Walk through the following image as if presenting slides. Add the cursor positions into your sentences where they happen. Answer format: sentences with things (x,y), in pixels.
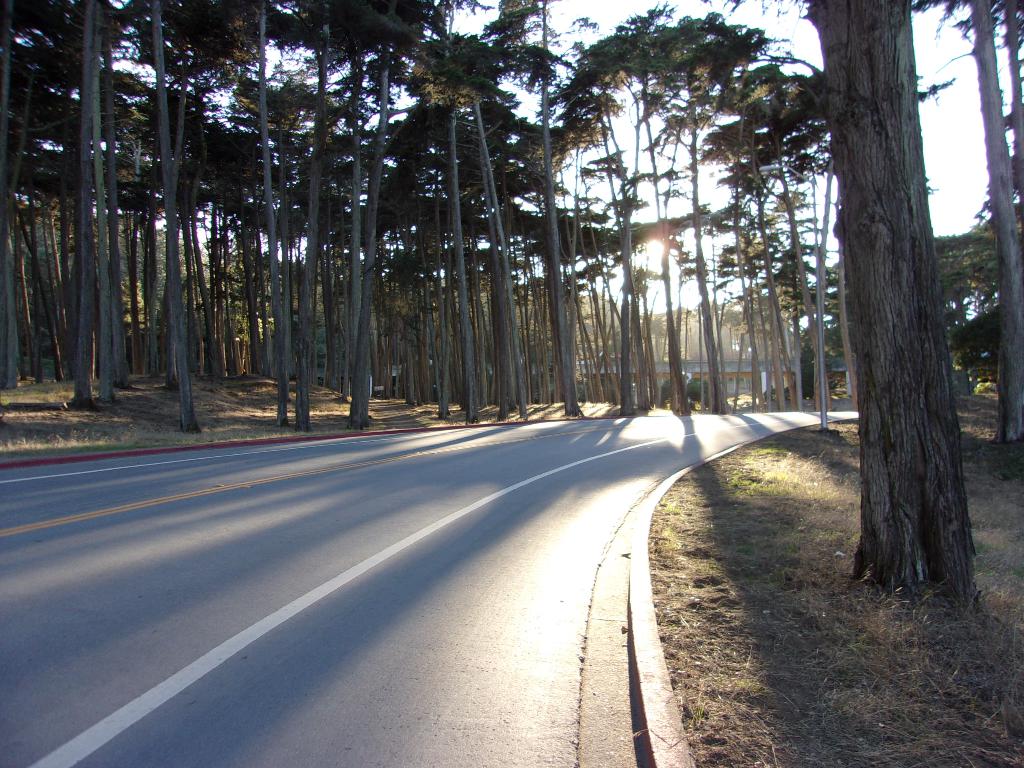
In this image I can see a road (498,601), background (293,91) I can see trees (451,125) in green color and the sky (614,32) is in white color.
